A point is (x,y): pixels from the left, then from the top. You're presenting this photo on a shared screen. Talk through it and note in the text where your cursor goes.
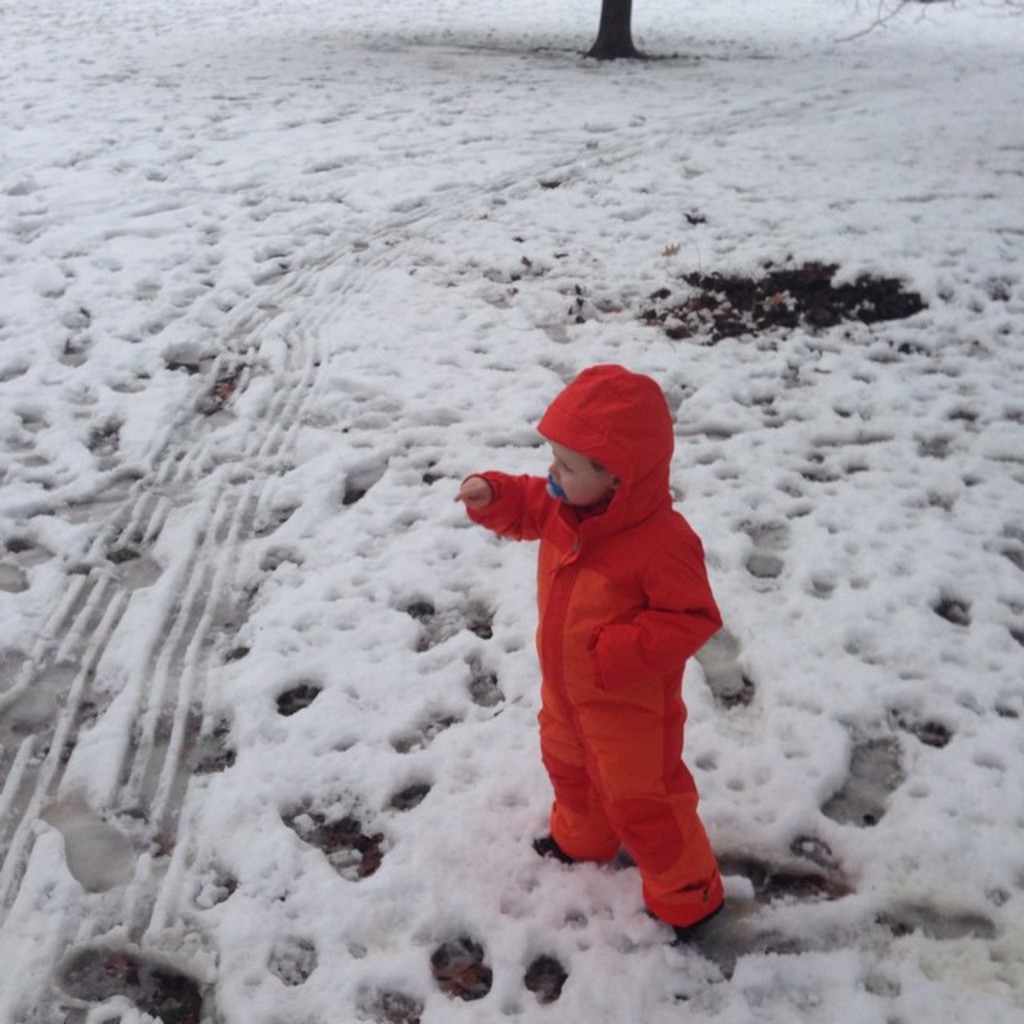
In this picture, we can see a person (596,632), and we can see the ground (491,285) covered with snow (491,285), and we can see some object (618,25) on top side of the picture (633,25).
